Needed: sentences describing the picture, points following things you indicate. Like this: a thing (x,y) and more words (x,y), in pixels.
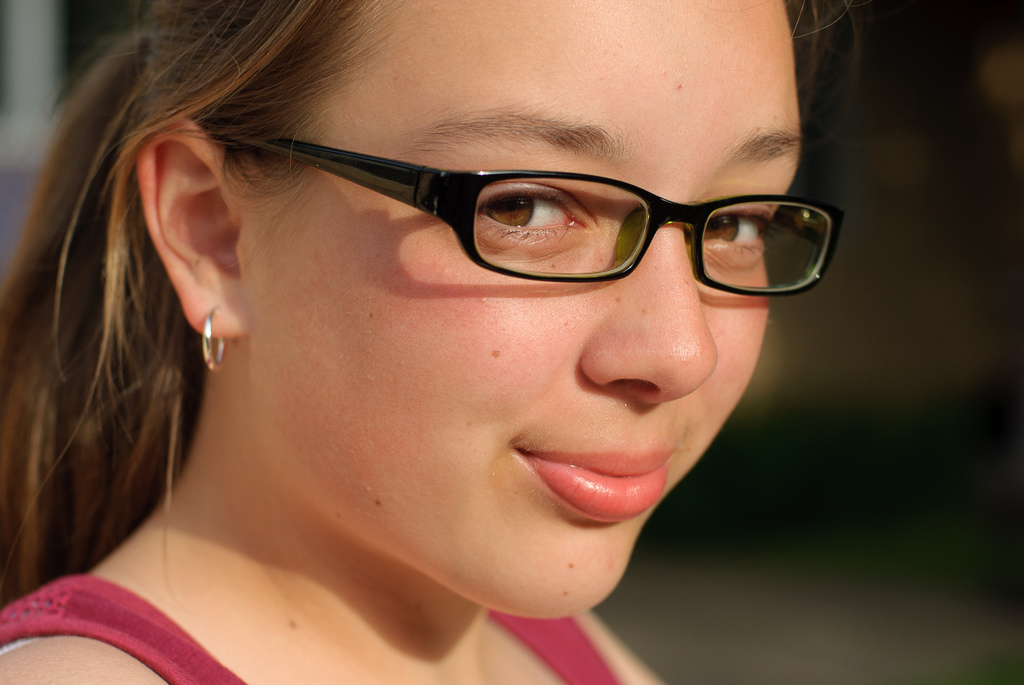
There is a girl (512,507) at the center of the image (539,380) and she is wearing spectacles (739,213).
